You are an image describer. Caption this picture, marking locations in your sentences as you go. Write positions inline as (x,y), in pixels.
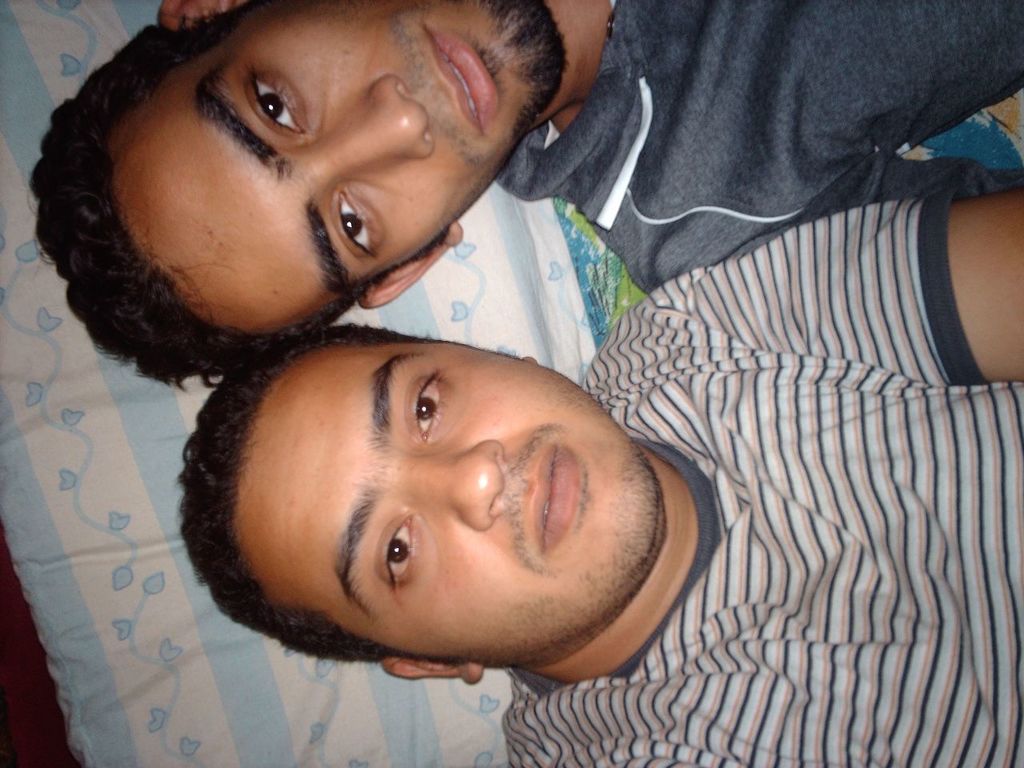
This picture seems to be clicked inside. In the foreground (648,506) we can see the two men (677,162) wearing t-shirts (765,604) and seems to be lying on the bed (0,383). In the background (0,383) we can see the pillow (84,546).
